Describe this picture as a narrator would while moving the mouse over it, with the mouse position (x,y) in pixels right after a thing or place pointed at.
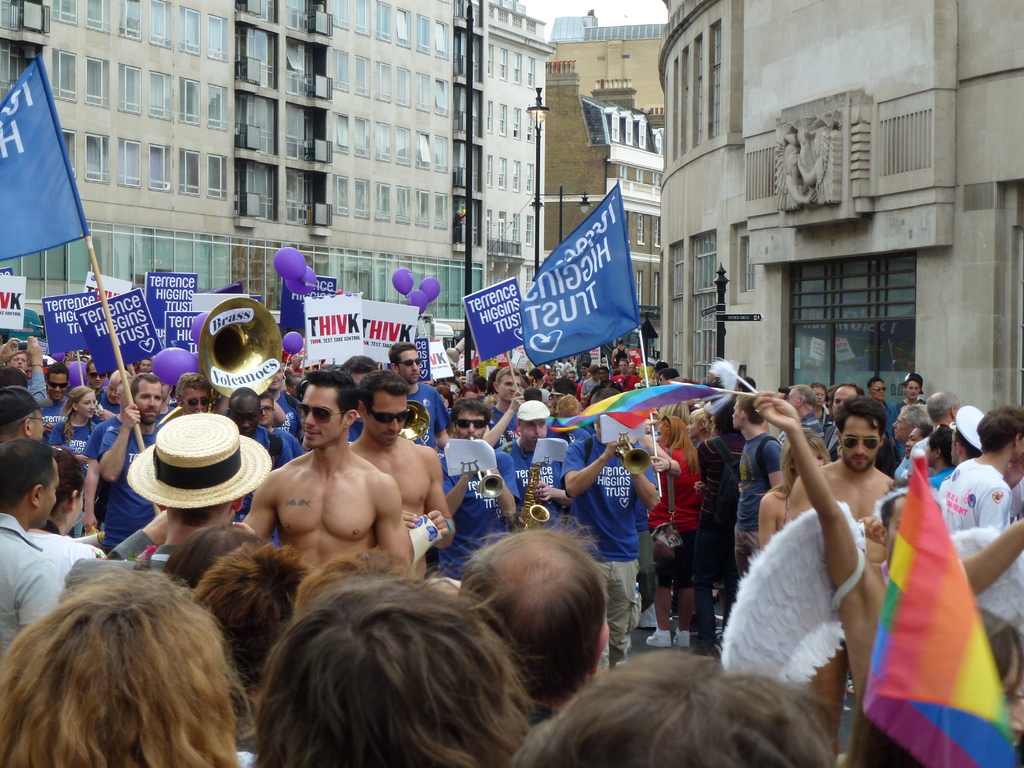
In this picture, there are group of people (114,408) wearing blue t shirts (143,523). Some are carrying flags (552,323), some are carrying placards (434,353) and some of them are playing musical instruments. On either side of them, there are people (824,451) staring. On the top (457,123) there are buildings (542,142) with windows (154,95).
